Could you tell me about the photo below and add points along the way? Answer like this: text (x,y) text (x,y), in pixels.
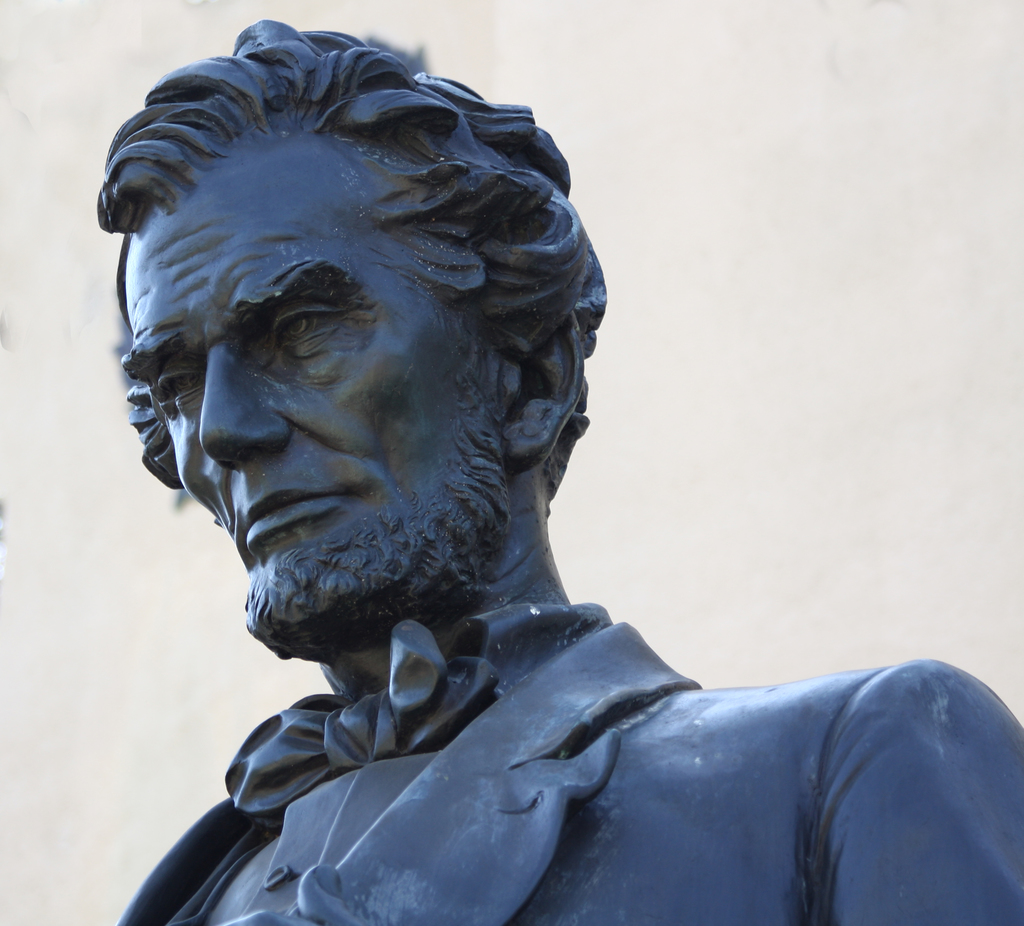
In this image, we can see a statue (520,595).
